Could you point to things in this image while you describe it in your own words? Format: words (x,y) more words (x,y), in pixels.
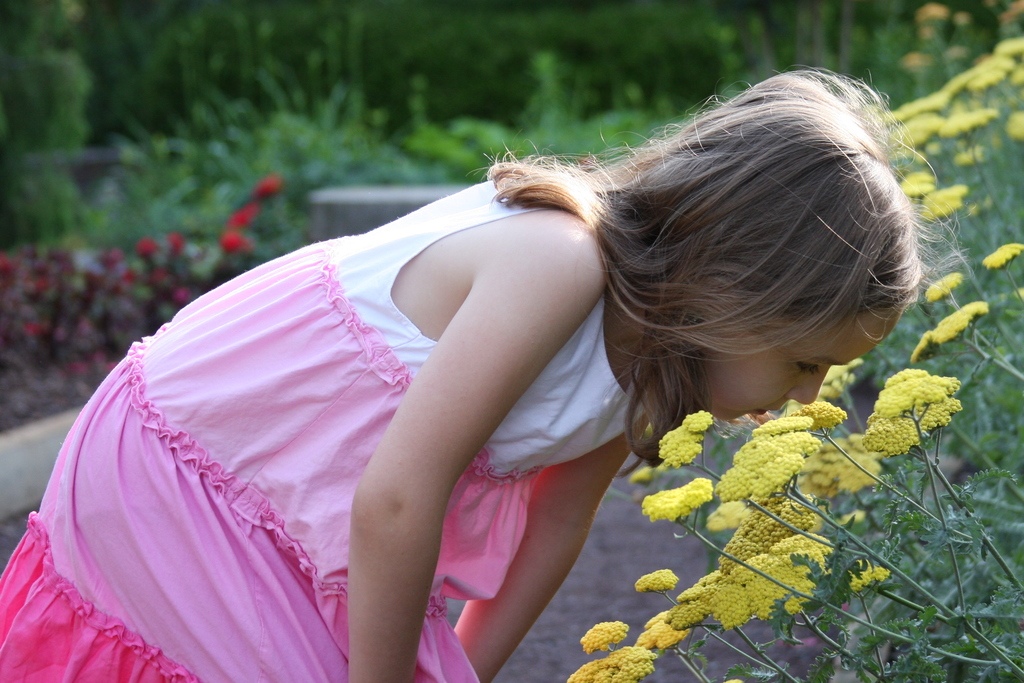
In this image we can see there is a girl (798,339) placing her head (782,376) in front of the flower (752,460). On the right (862,456) and left side of the image (178,143) there are plants (887,405) and trees (551,46).
